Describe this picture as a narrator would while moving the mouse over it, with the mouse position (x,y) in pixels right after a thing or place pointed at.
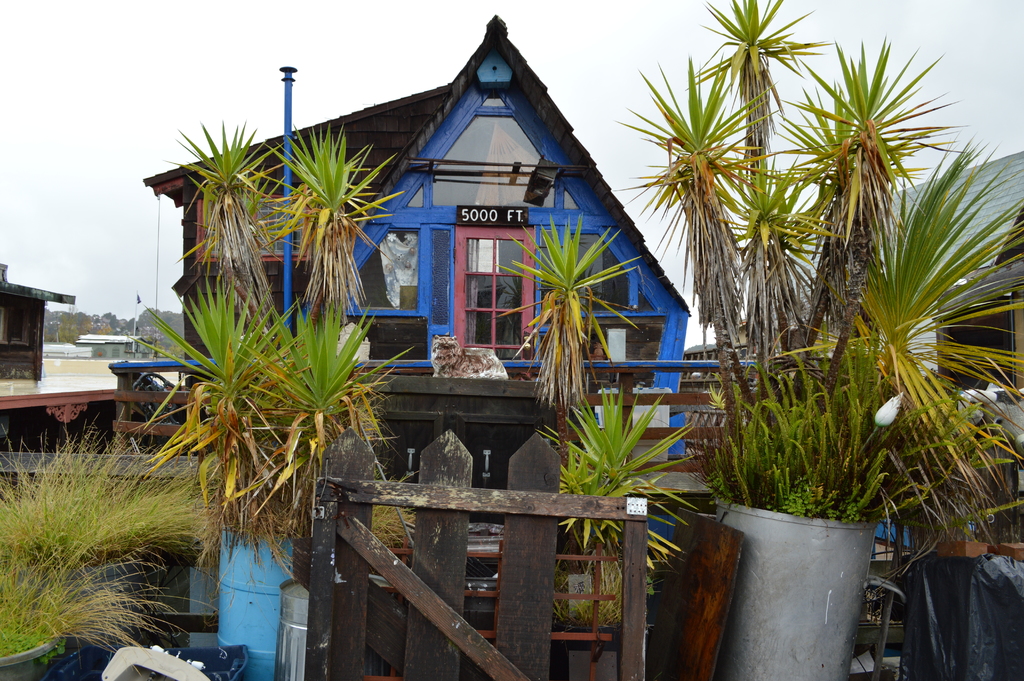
In this image, we can see few houses (33,304), plants (328,442), wooden objects (366,622), glass (487,278), door (490,305), poles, trees (564,401). Background there is a sky (778,158).
